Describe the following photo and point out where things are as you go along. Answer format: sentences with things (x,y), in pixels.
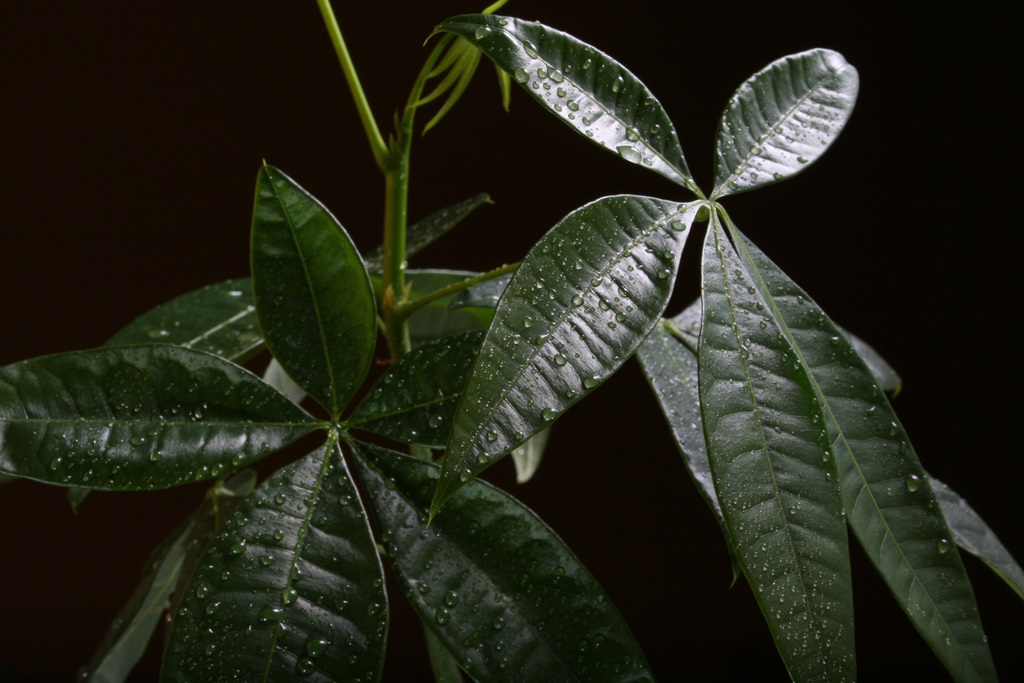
This is a zoomed in picture seems to be clicked outside. In the foreground (395,389) we can see the green leaves (607,289) and stems (398,168) of a plant (419,368). The background of the image (953,45) is very dark.
